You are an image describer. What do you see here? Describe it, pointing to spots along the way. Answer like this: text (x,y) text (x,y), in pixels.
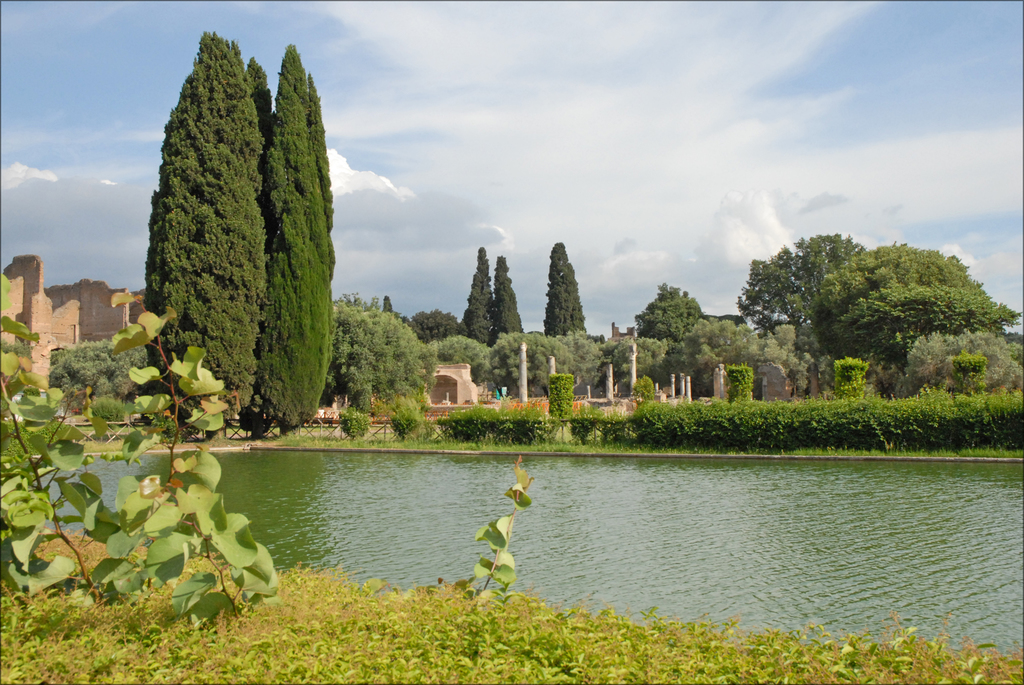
In the image there is a water surface (663,563) and around the water surface (383,506) there is a beautiful park (270,290) with many trees (559,272) and plants (572,404), in the background (16,306) there is a fort (48,299).
